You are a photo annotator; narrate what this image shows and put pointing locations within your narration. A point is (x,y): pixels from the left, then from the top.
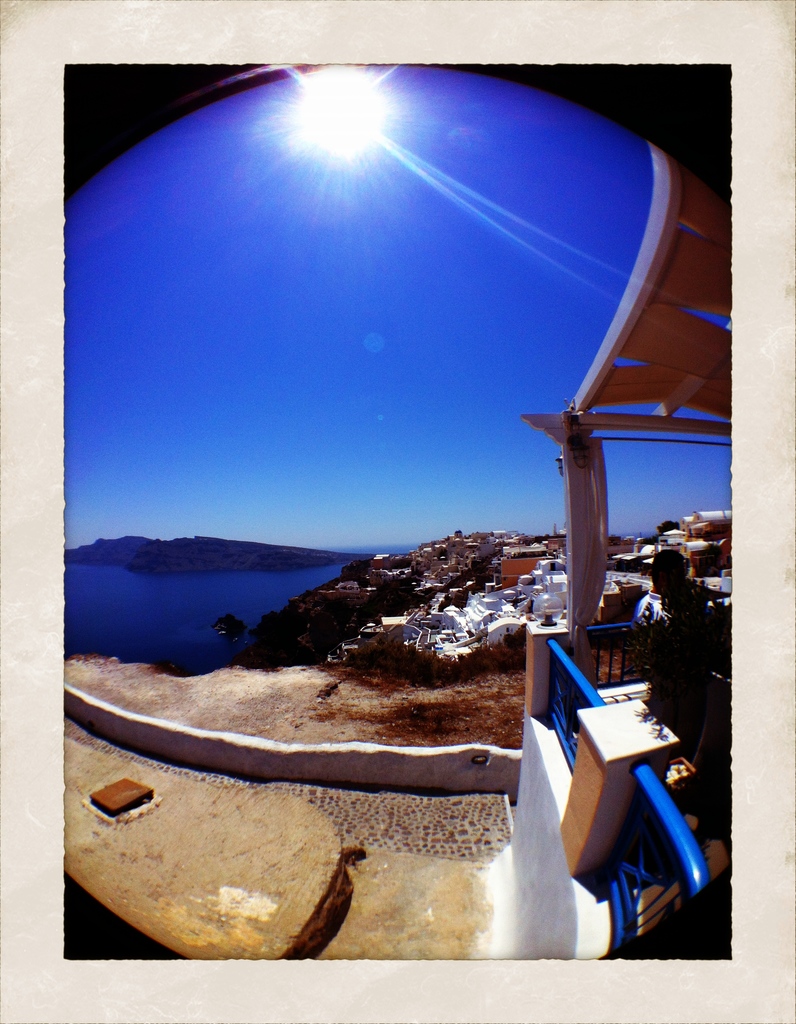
In this image I can see number of buildings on the right side (605,936) and on the left side (260,580) I can see water (257,601). In the background (369,463) I can see the sun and the sky (377,436).
